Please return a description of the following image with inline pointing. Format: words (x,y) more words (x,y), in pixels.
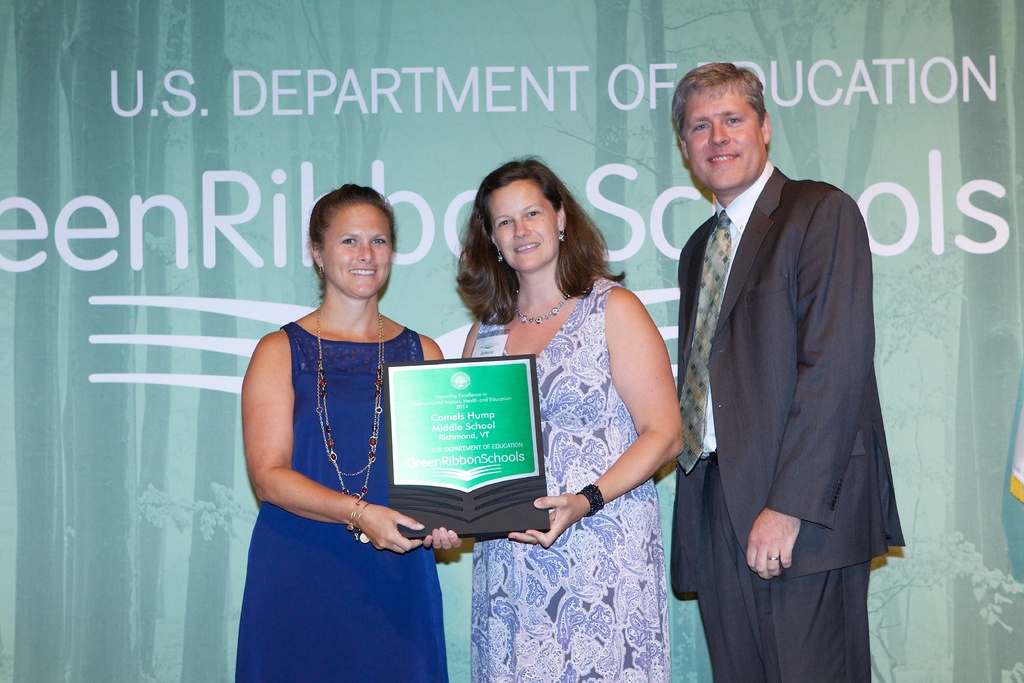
In this image we can see two women (582,565) and a man (743,631). They are smiling. Here we can see two women (418,666) are holding a trophy (408,496) with their hands (551,527). In the background (262,241) we can see a banner (311,143) and there is text (424,160) written on it.
